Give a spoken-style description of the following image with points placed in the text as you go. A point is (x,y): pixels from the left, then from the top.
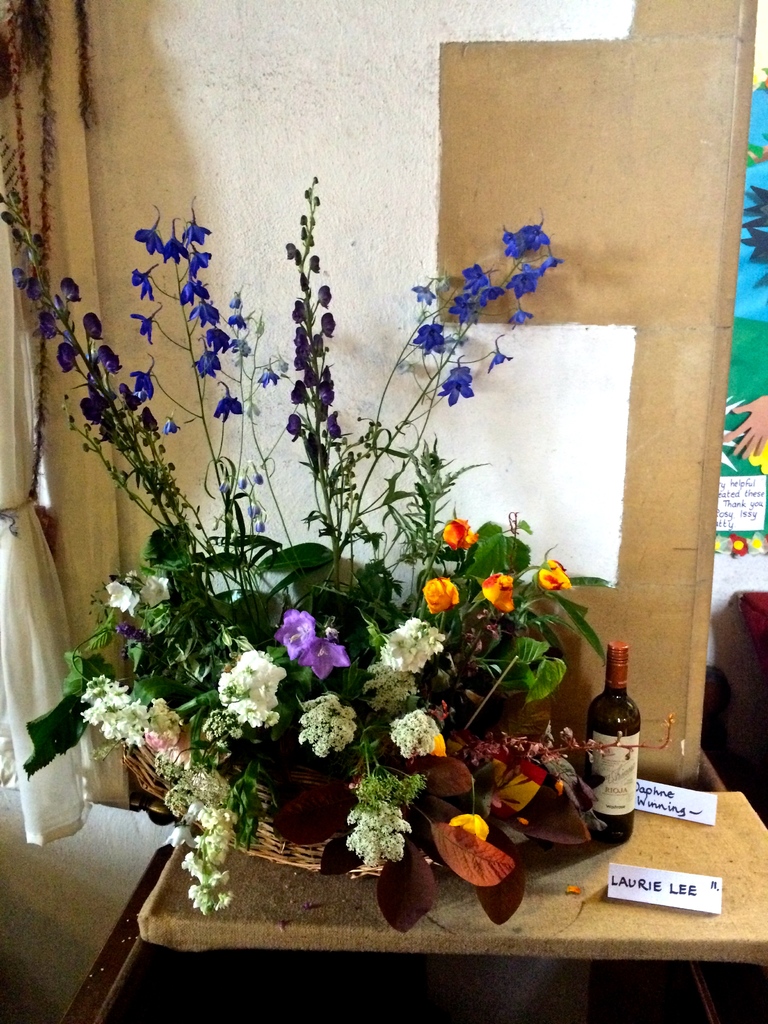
This is the picture of a room (366,316). In this image there are flowers (441,345) in the basket (284,776) and there is a bottle (609,808) and there are papers (669,790) on the table (654,939). At the back (753,382) there is a poster (732,441) on the wall (719,667). On the left side of the image (40,824) there is a curtain (40,799).
